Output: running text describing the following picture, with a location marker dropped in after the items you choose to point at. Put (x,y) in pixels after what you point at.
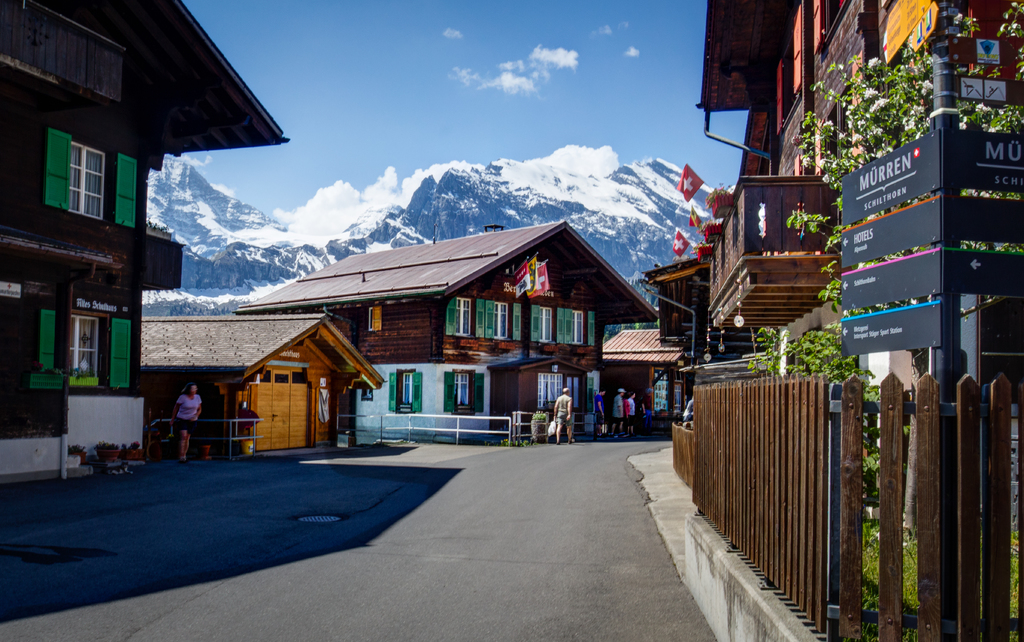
In this image I can see the road (538,545), the railing (739,483), a pole (912,270) with few words (898,178) to it, few persons (647,400) standing and few buildings (315,340) on both sides of the road (447,547). I can see few flags (691,199) and in the background (595,242) I can see few mountains (536,223), some snow (306,242) on the mountains (431,208) and the sky (479,85).
